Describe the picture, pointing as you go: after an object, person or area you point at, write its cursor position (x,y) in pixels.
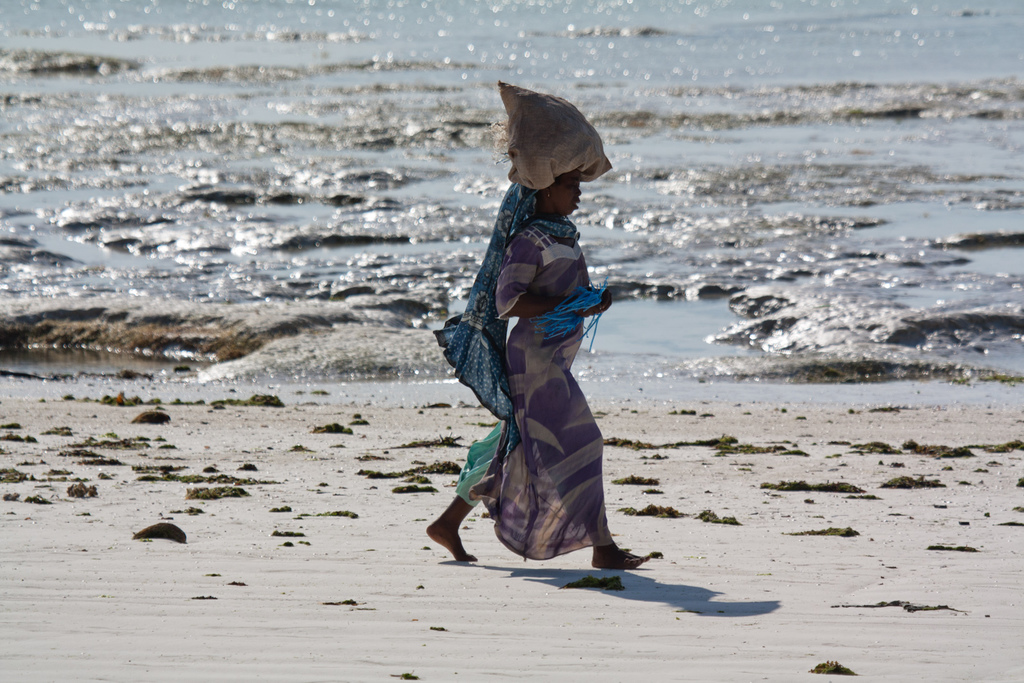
In this image I can see the person (533,390) wearing the purple, blue and white color. The person (557,220) is having the bag (536,166) on her head (572,194). In the background (375,255) I can see the water (243,33).
